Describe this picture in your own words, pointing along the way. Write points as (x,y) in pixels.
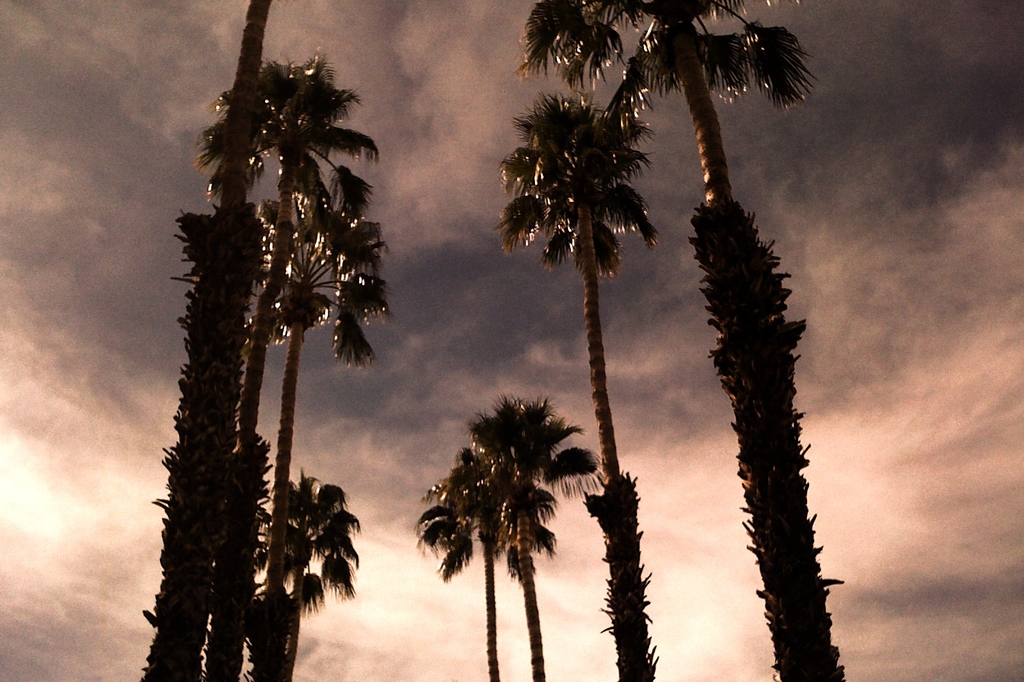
In the image there are trees (218,613). Behind the trees (218,613) there is sky (535,384) with clouds (63,319).
